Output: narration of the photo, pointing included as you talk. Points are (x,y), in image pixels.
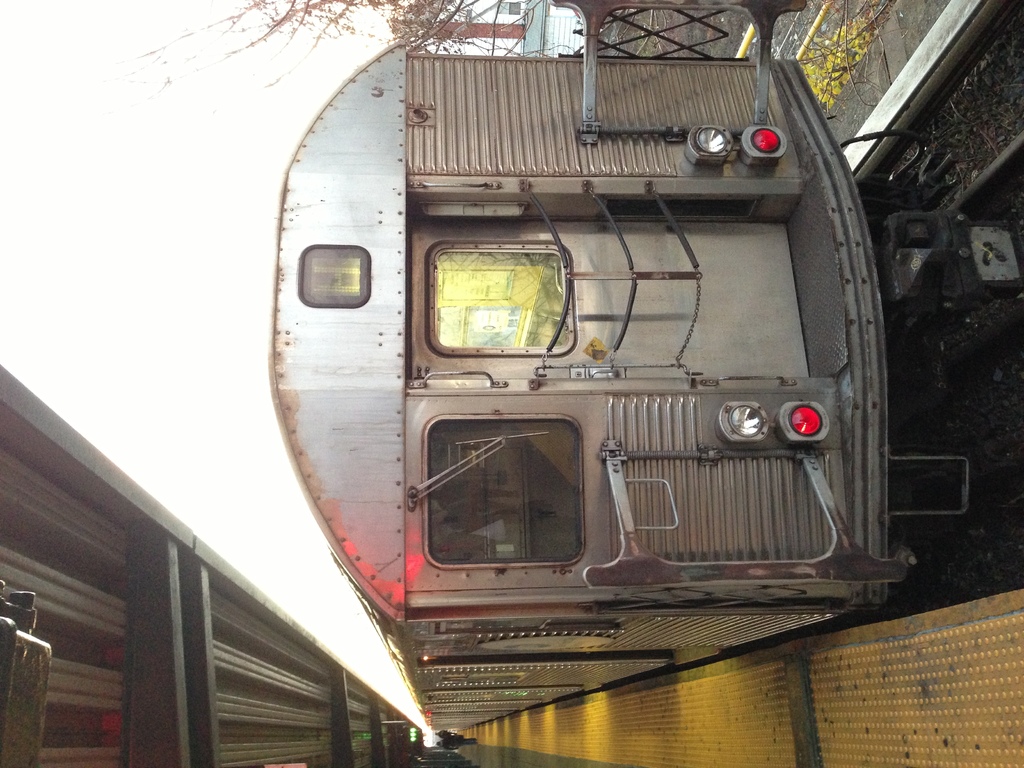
In this picture we can see a train (772,340) on the track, beside to it we can see trees (304,46).
